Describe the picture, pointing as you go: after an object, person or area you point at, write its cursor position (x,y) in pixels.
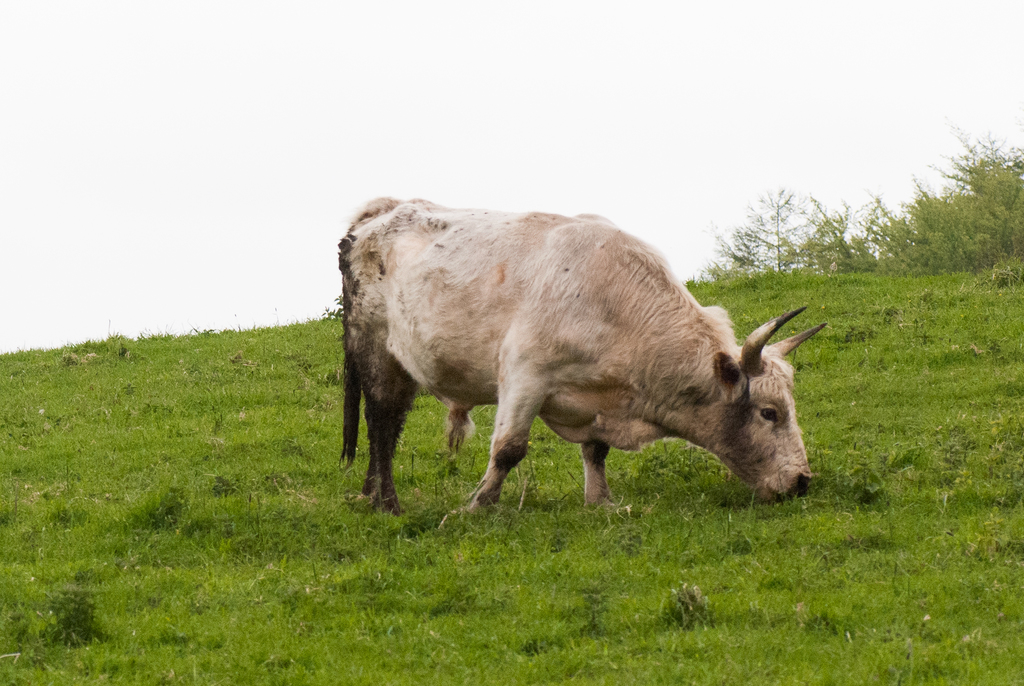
In this image I can see an animal (427,234) standing and eating grass (790,280) and the animal (482,305) is in white and brown color, at the back (1006,217) I can see few plants (849,245) in green color and sky (571,127) is in white color.
